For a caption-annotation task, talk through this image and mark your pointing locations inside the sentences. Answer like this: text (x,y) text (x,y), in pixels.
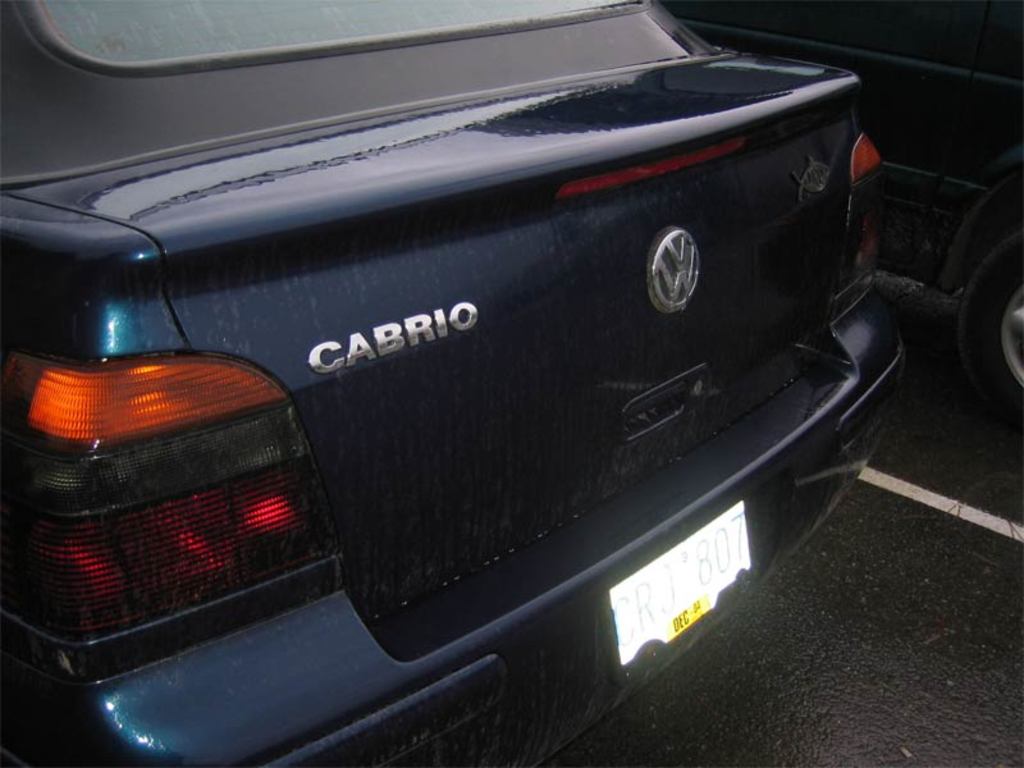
We can see cars (817,407) on the road (768,678).
